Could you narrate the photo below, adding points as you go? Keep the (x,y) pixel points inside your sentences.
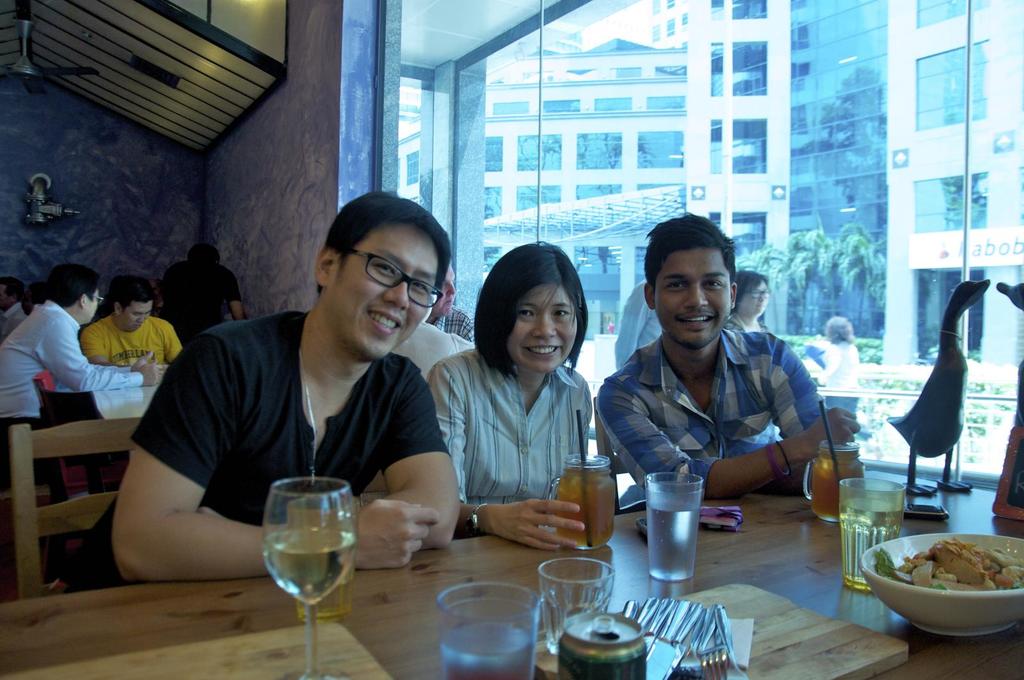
In the image we can see there are people (510,418) who are sitting on chair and on table (529,561) there are wine glass (332,560) and juice can (635,644) and in a bowl (895,598) there are food items (964,556).
